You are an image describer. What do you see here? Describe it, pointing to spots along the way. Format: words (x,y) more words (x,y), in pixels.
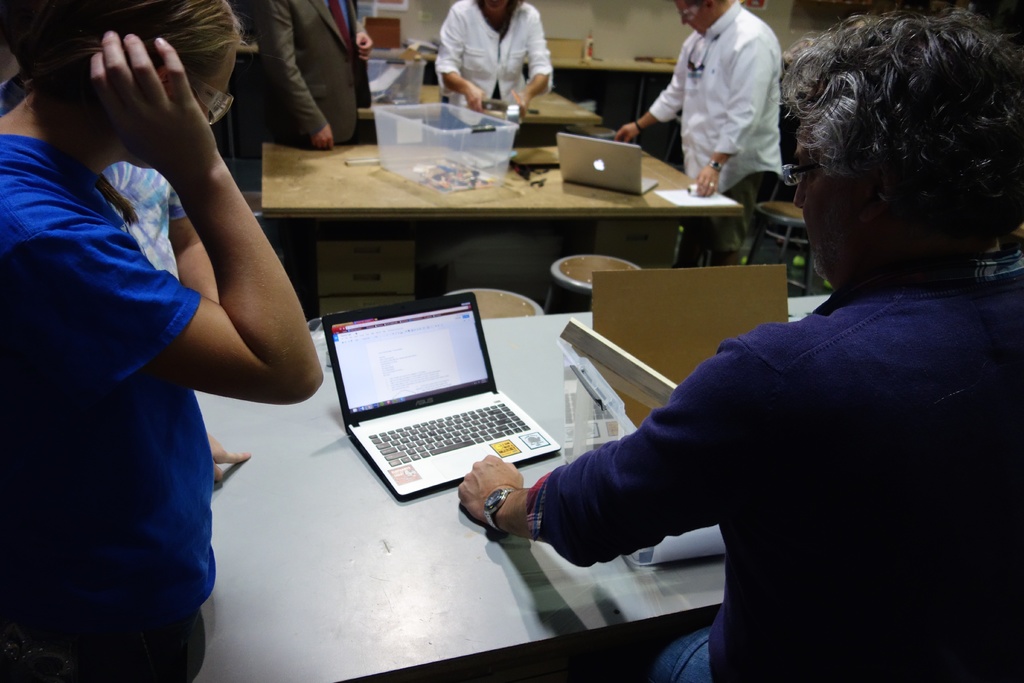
In the foreground of the picture (898,436) I can see a man (722,606) and he is having a look at the laptop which is on the table (542,354). There is a woman (196,429) on left side (196,429) wearing a blue color T-shirt (152,435) and she is having a look at the laptop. In the background (427,91), I can see the tables (730,202) and chairs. I can see three persons (478,47) standing on the floor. I can see another laptop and plastic storage box (477,142) are kept on the table (539,193).
